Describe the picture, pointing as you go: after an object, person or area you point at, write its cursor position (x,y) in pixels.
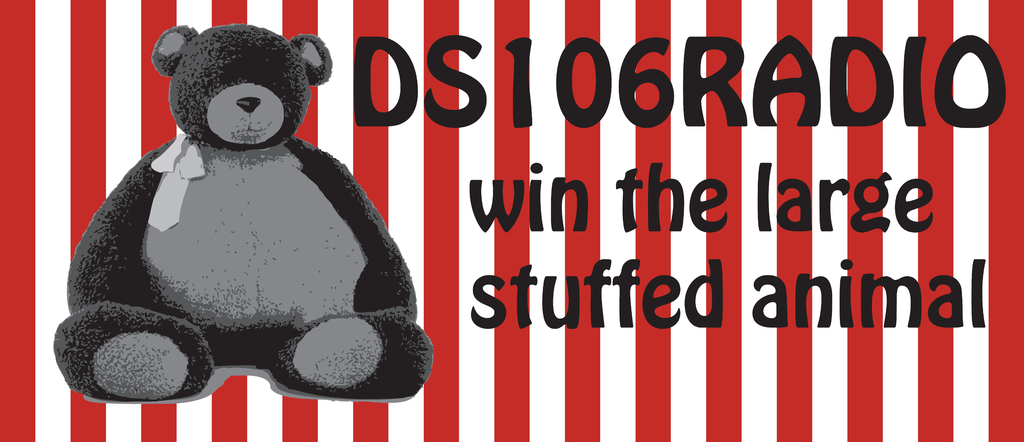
This is a poster (522,187). In this image there is a picture (247,168) of a teddy bear (247,273) and there is text (802,299). At the back (42,129) there is a white and red stripes background (51,371).
